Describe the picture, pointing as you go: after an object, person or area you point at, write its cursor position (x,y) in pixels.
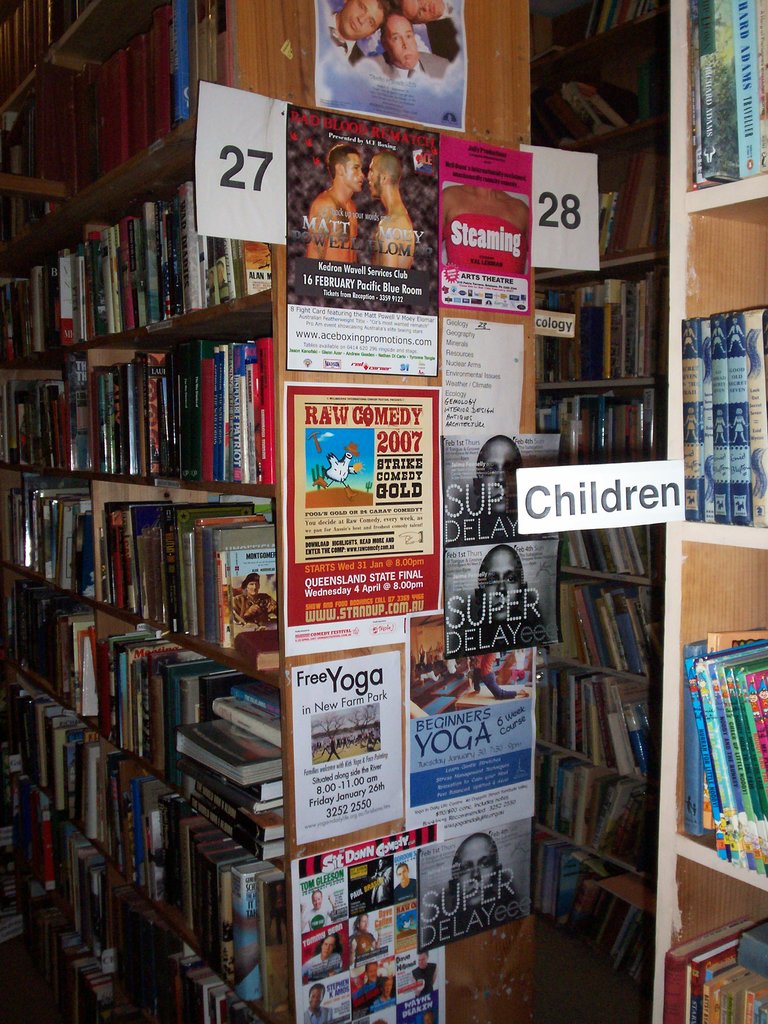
In this image I can see few racks (277,32) which are brown in color and number of posters (421,275) attached to the racks (378,834). I can see few white colored boards (232,147) attached to the racks (283,7) and number of books (175,524) in the racks (239,655).
